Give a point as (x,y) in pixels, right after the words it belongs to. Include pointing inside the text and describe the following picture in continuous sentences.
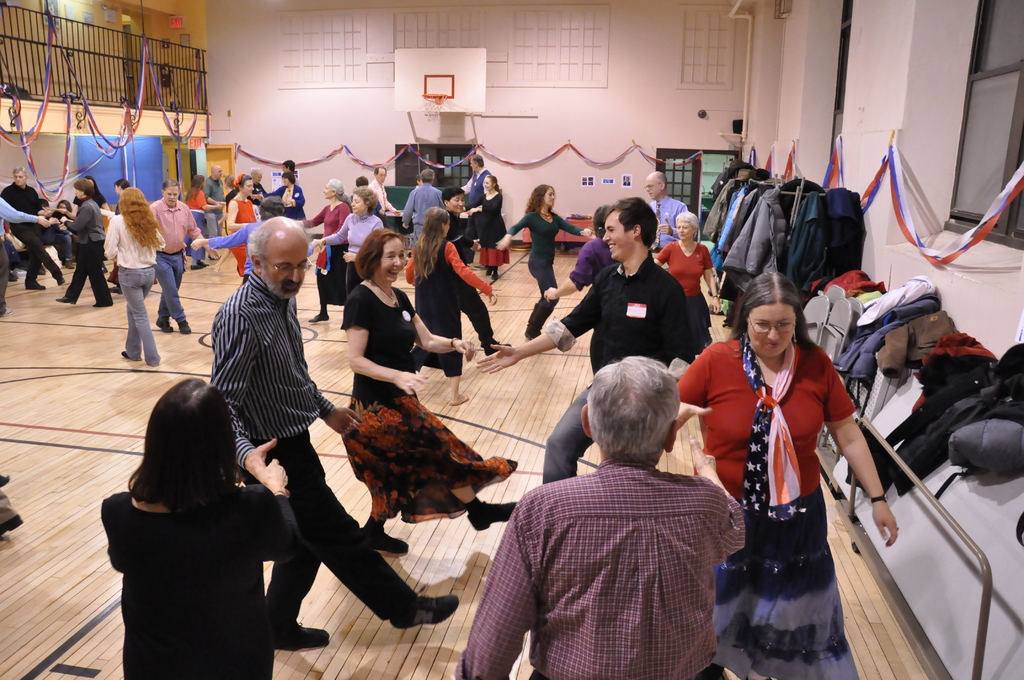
This is an inside view. Here I can see many people (669,348) are dancing and smiling. On the right side (829,263) there are few bags (985,443) and clothes (765,215), at the top (979,102) there are two windows (992,123). On the left side (8,63) there is a railing (66,62). In the background (400,159) there are two doors (413,159) to the wall (597,131).
